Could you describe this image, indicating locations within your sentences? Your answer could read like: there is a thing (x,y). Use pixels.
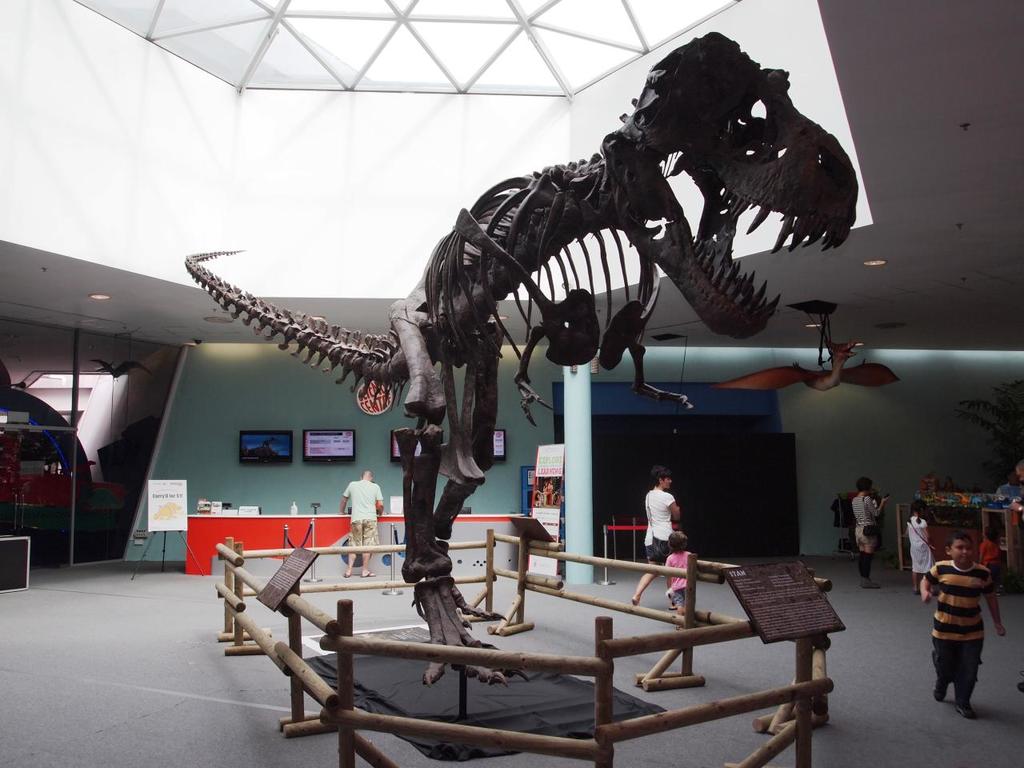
In the center of the image (483,424) there is a depiction of a dinosaur (190,268). There are people (663,566) walking. In the background of the image (510,511) there is a wall (314,415) and there are tvs (327,447) on the wall (388,420).
